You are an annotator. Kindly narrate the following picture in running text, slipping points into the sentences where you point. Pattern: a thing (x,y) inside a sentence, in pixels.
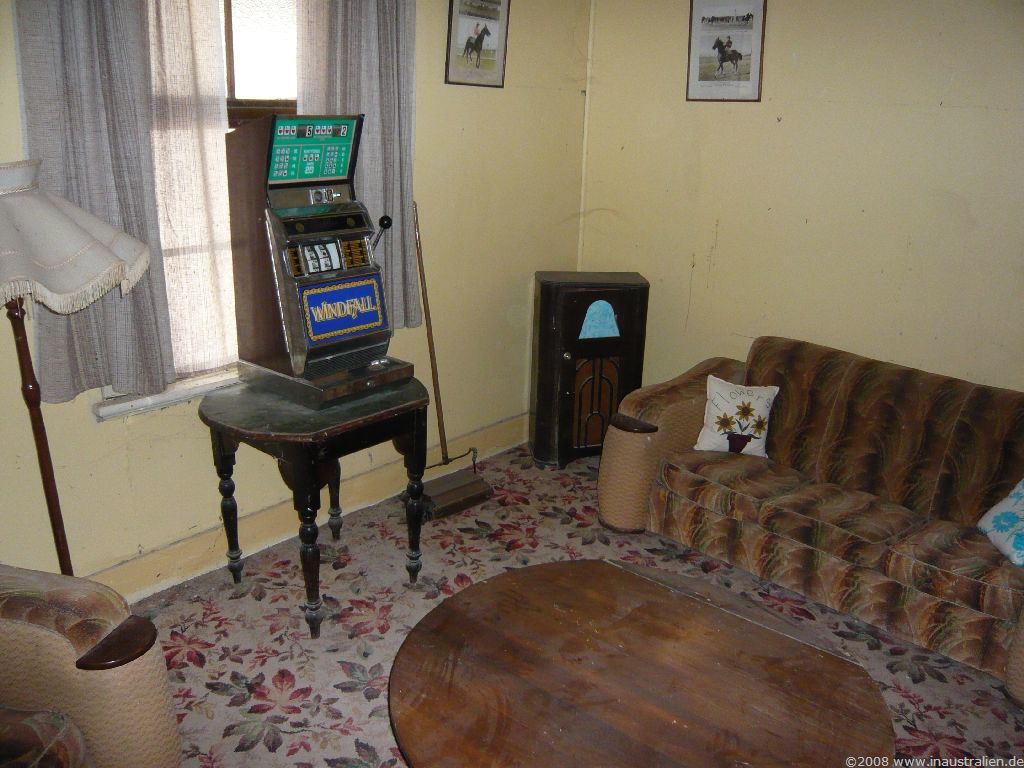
In this picture we can see sofa (837,410) pillows (718,437) on it, table (528,661), lamp (93,242), some machine (276,214), curtains (104,26) to window (293,96), wall (569,120) with frames (739,27), some stick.
